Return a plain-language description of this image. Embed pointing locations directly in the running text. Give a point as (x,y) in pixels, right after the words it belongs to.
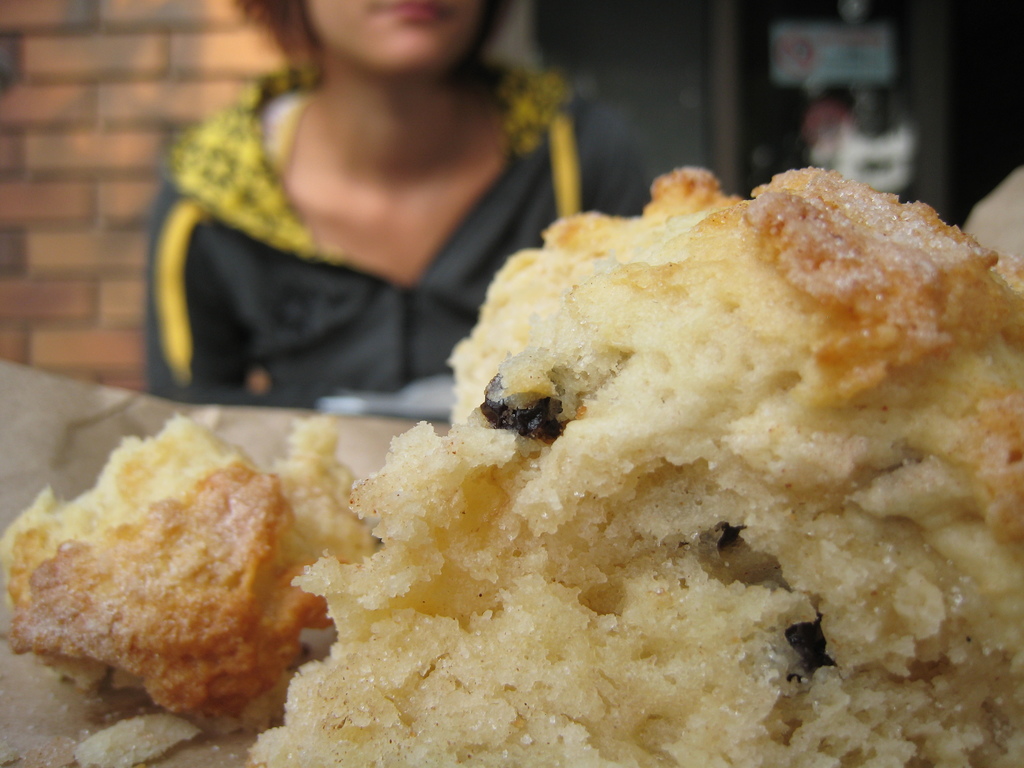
Here in this picture, in the front (190,560) we can see some food item (190,560) present on table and behind that we can see a person (429,105) present in blurry manner.
